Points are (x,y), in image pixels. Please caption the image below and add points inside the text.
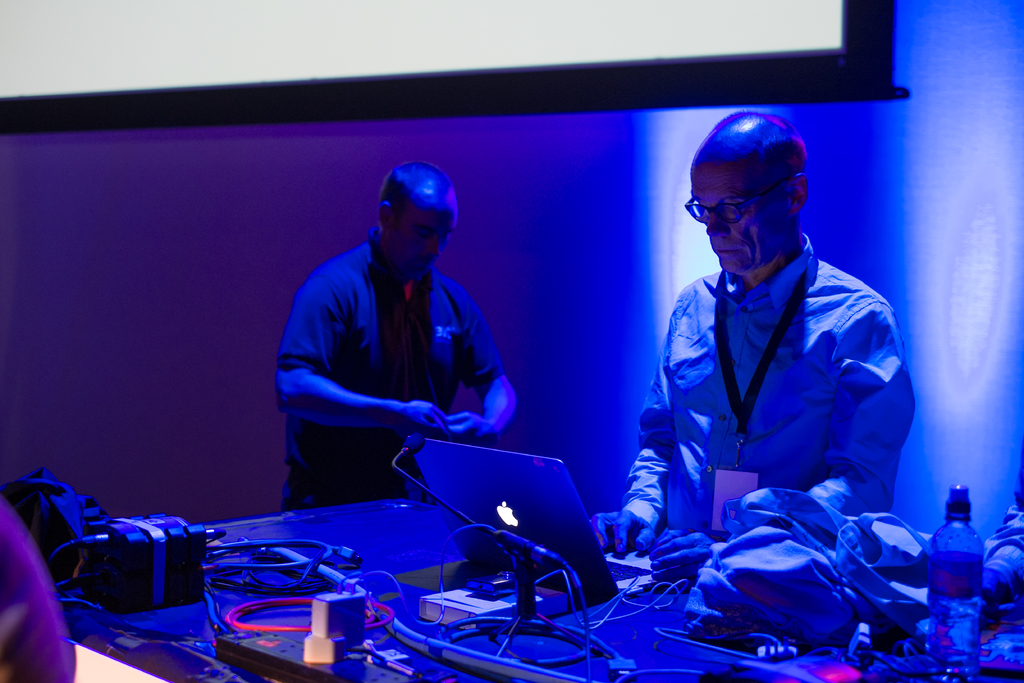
In this image there are two people (386,371) standing beside the table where one of them is operating laptop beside that there is a cloth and water bottle (958,616) and also there is a box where cables (311,576) are connected.
